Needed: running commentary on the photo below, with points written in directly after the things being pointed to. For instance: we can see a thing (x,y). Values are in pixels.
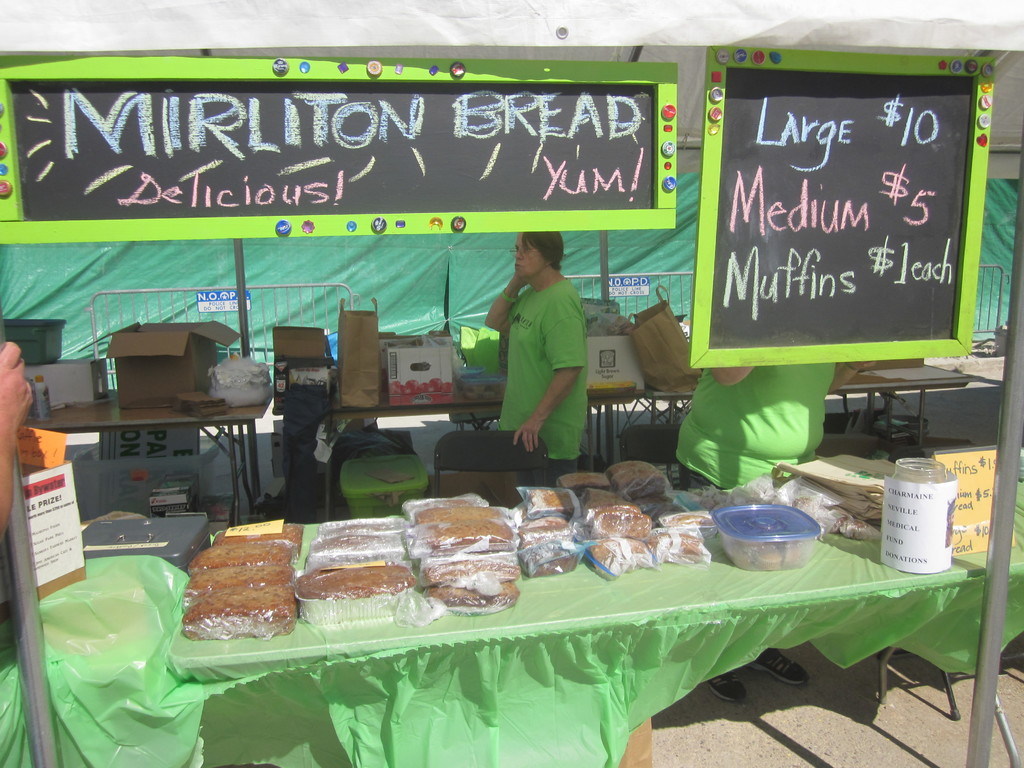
In this image there is a tent (629,7). Under the tent (321,11) there are tables (682,683). On top of them there are food items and a few other objects (359,351). There are people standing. There are boards (155,198) with some text (155,198) on it. At the bottom of the image (633,746) there are some objects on the floor (766,723). In the background of the image (571,253) there are railings (111,298) and banners (682,220).
